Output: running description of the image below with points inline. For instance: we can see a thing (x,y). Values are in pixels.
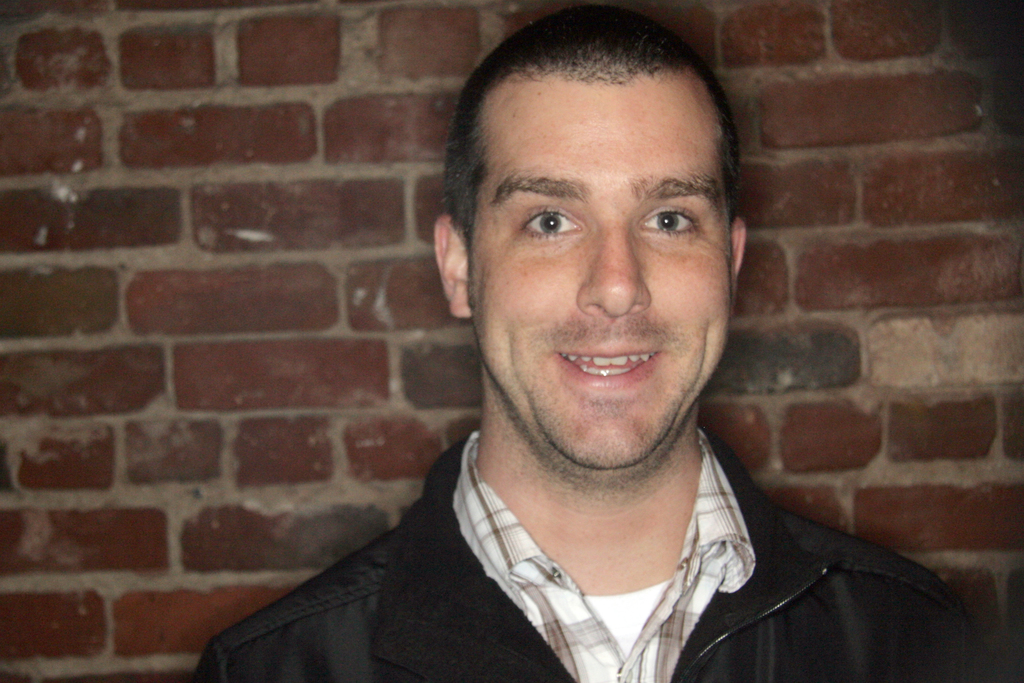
In this picture we can see a man (267,678) smiling and in the background (88,57) we can see brick wall (411,7).
